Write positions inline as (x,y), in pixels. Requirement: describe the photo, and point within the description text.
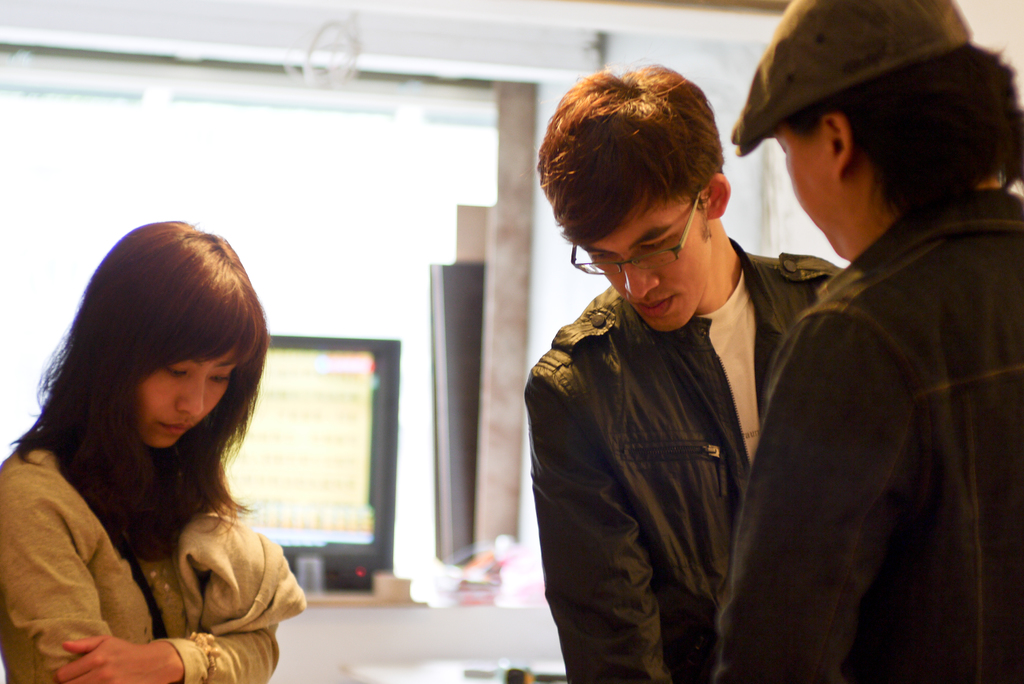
In this image in the front (674,368) there are persons (577,421) standing. In the background (376,434) there is a screen (317,421) and there is a wall (536,291).
